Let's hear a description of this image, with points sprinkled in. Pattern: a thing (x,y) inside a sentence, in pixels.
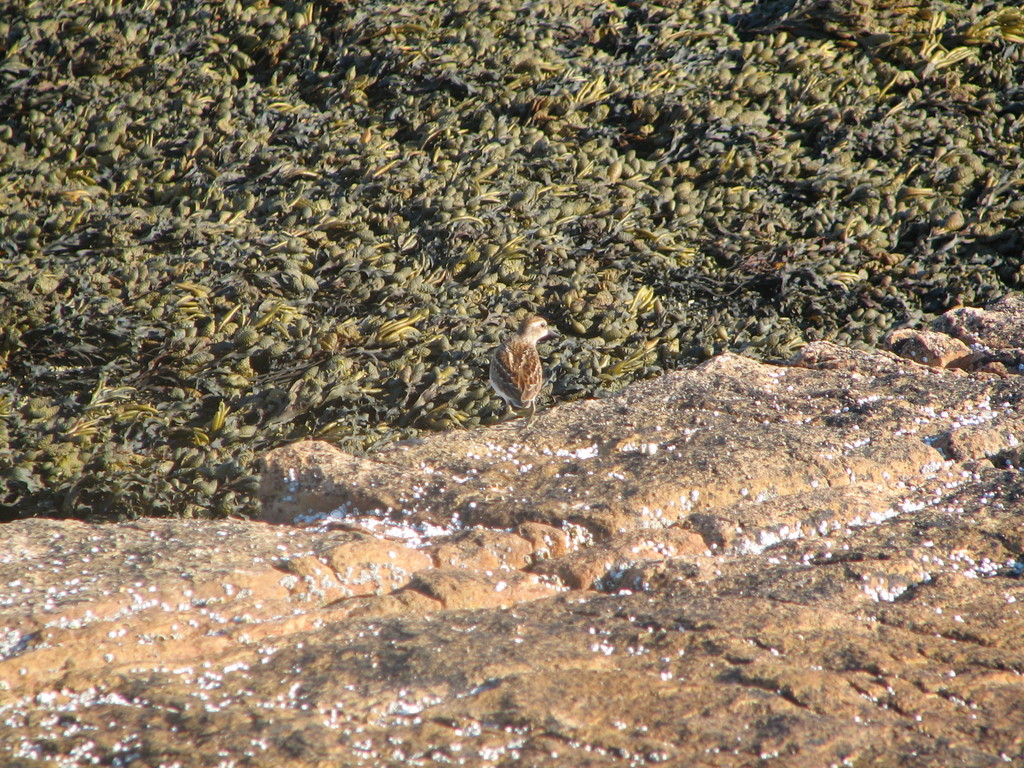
There is one bird (520,390) sitting on the rock (519,470) as we can see at the bottom of this image (618,558), and there is seaweed (454,284) in the background (479,246).
